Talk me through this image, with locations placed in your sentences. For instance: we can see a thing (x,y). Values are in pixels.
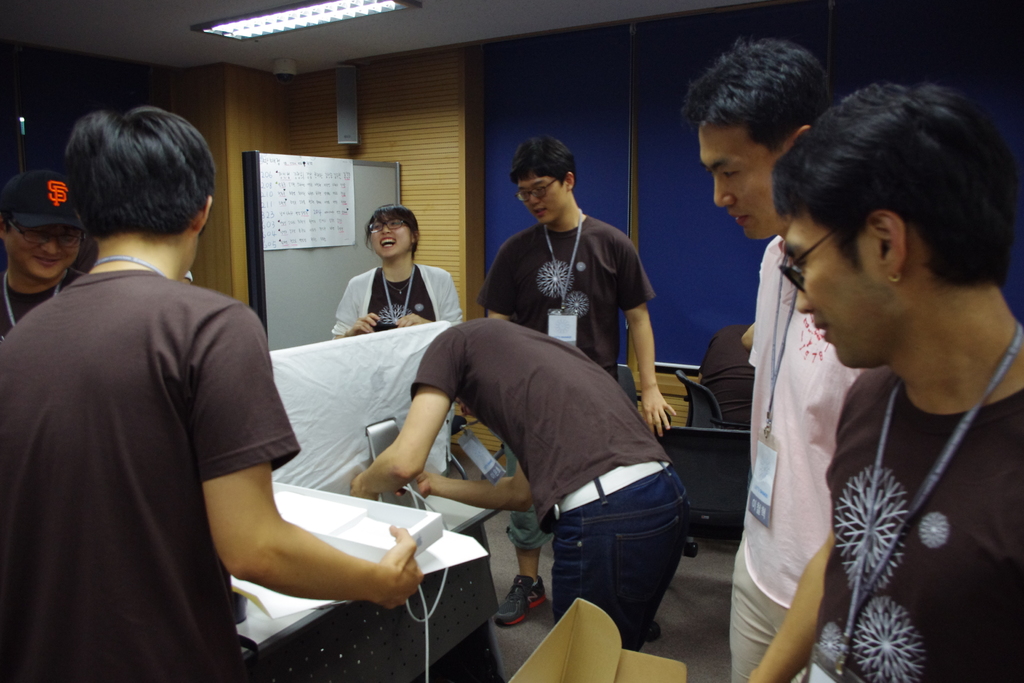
In this picture we can see some people (923,460) are standing, a person (137,519) on the left side (249,519) is holding a box (363,533), there is a table (465,529) in the middle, we can see a monitor (375,403) on the table (484,517), in the background (286,61) we can see a CC camera (288,75) and a paper (280,185), we can see chairs (700,387) on the right side (706,407), there is a light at the top of the picture (260,34).
